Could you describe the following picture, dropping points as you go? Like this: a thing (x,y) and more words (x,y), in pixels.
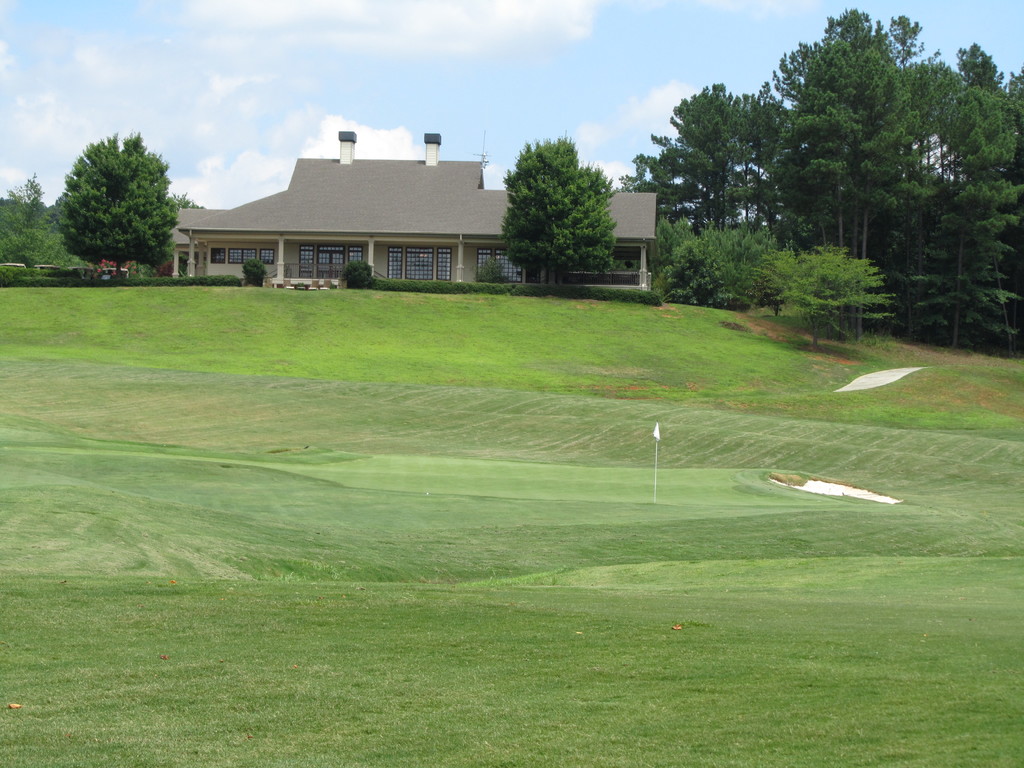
In this image there is a golf court (223,369), in the background (189,246) there is a house (422,230), trees (570,194) and a sky (443,138).
